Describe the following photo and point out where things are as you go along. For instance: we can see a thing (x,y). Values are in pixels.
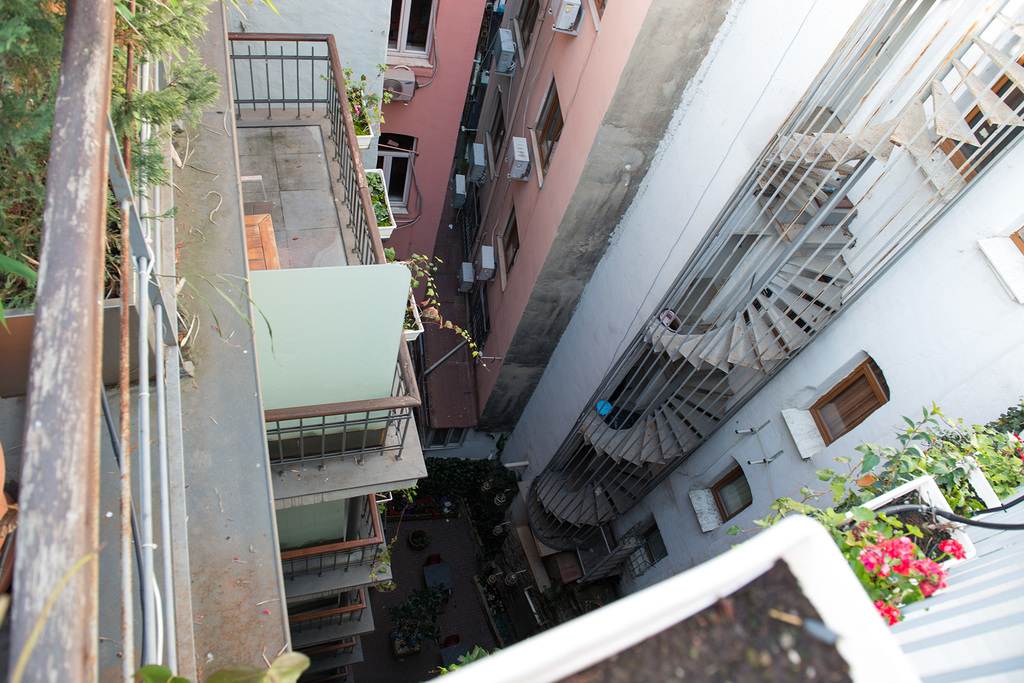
On the left side of the picture (117,240), we see an iron railing (99,312) and the plants (181,93). In the right bottom of the picture (874,534), we see flower pots (831,600) and plants (929,561). In this picture, we see buildings (520,420), iron railings (320,408) and the plants (373,103).
